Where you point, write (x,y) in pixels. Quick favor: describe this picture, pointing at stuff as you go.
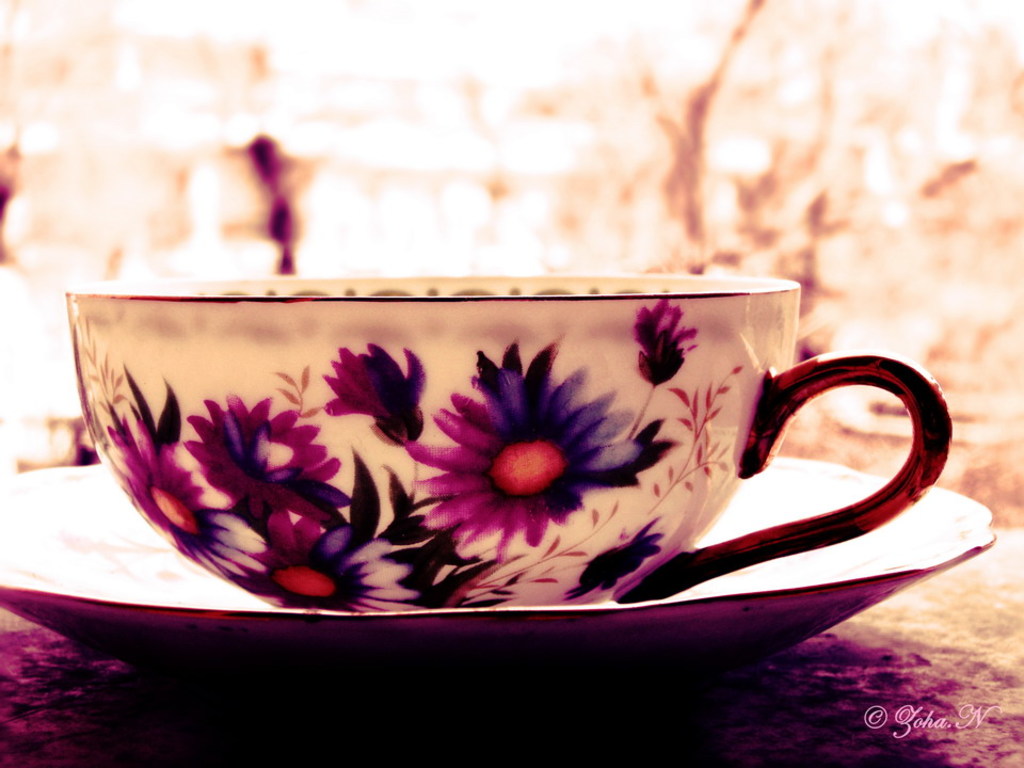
In the picture we can see cup (568,473) and saucer (921,532) on the cup (568,473) we can see some flower paintings (466,516).
